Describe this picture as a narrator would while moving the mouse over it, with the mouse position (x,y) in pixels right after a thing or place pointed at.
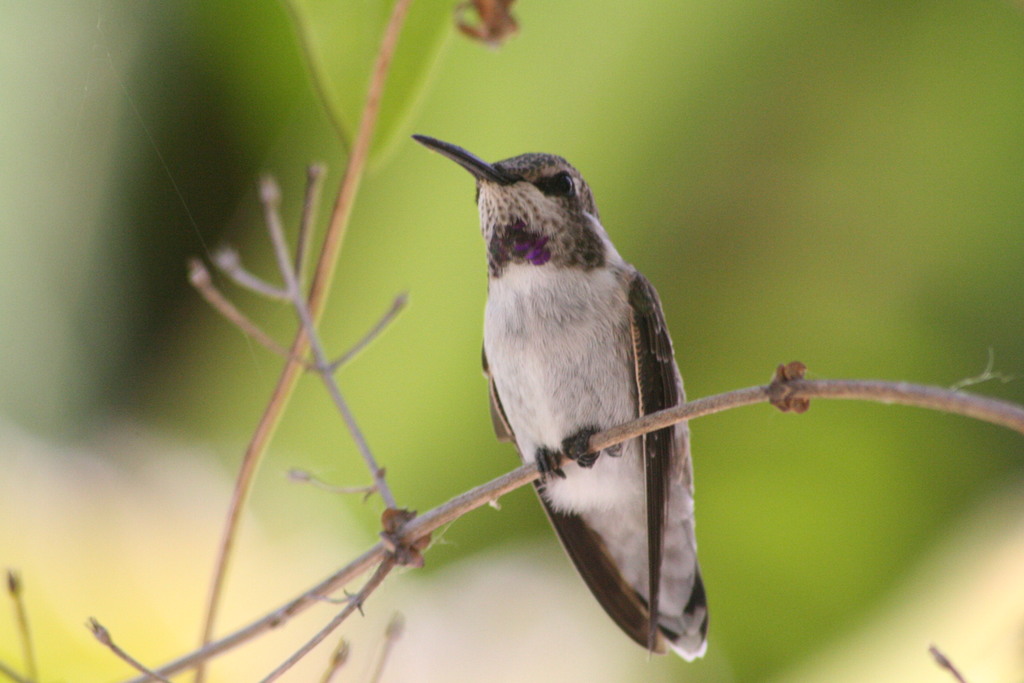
In the picture I can see a bird (586,370) on the plant stem (595,440). The background of the image (1021,93) is blurred, which is in green color.
